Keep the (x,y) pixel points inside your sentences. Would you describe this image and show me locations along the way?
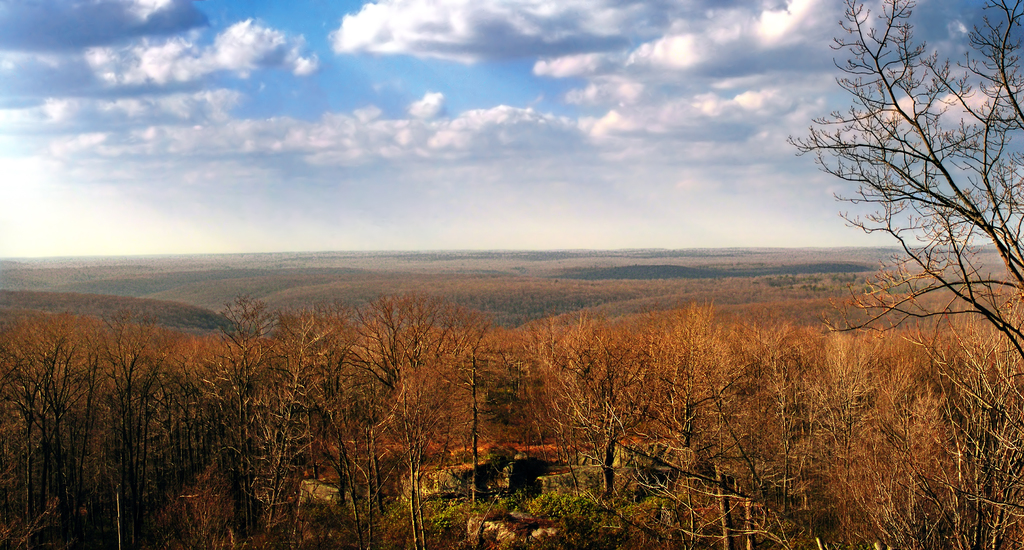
There are trees (221,393) and plants (463,509) on the ground (488,417) of a hill (590,463). In the background (123,312), there are mountains (583,272) and clouds (437,39) in the blue sky (319,62).
